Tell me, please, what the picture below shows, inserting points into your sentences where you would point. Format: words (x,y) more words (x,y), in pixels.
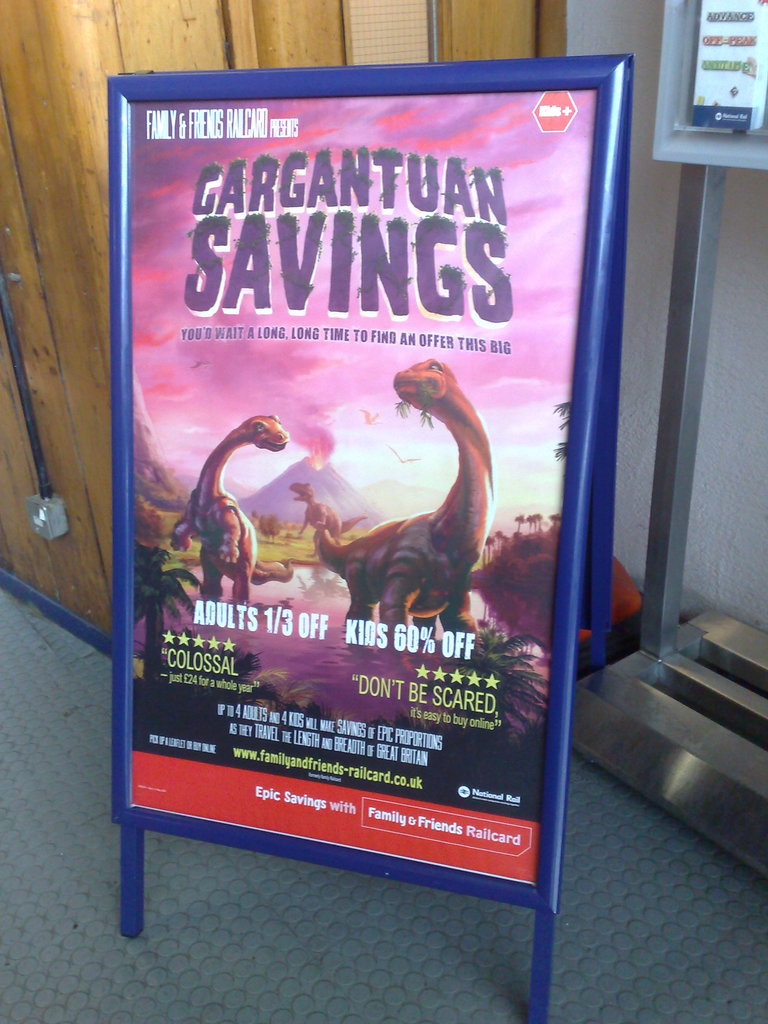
In this image I can see the ground (256,945), a poster (339,829) in which I can see few dinosaurs (270,562), few trees (274,523), a mountain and the sky (364,434). In the background (61,209) I can see the wooden surface (199,36), the white colored wall (607,0) and the grey colored metal pole (671,437).
